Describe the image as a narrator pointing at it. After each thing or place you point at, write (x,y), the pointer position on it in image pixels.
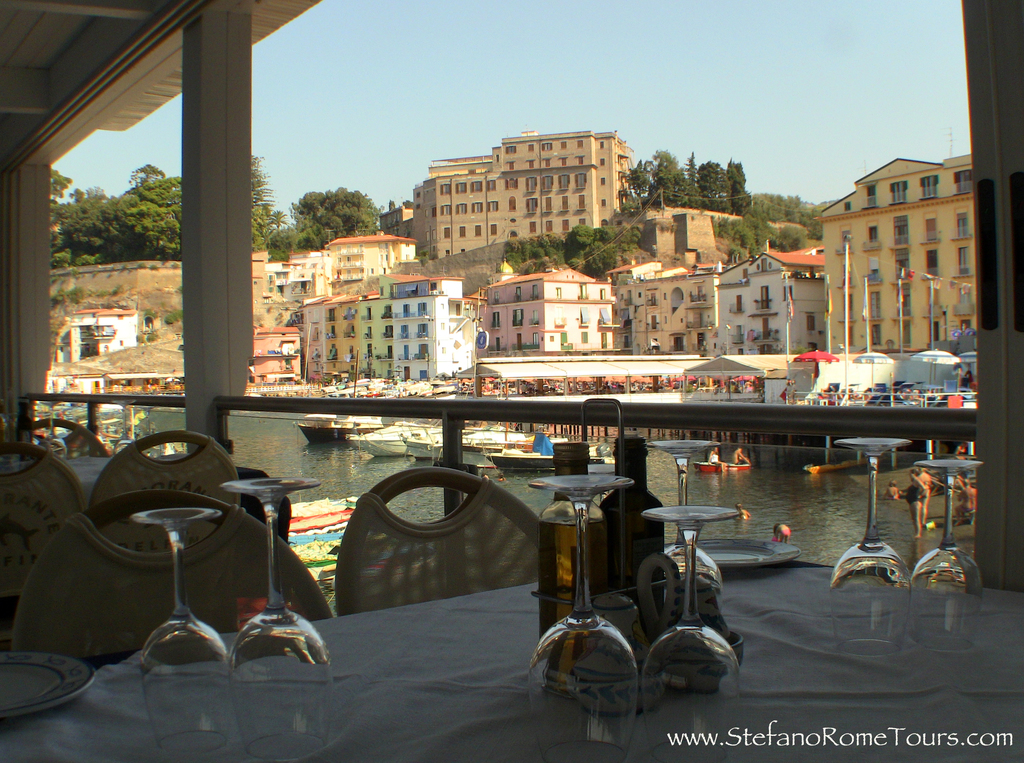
In this image, we can see a table (822,584) contains some glasses (949,497). There are chairs (165,462) in the bottom left of the image (53,526). There are boats (386,422) floating on the water (373,459). There are some buildings (616,333) and trees (637,171) in the middle of the image (396,280). There is a sky (491,130) at the top of the image (483,108).
